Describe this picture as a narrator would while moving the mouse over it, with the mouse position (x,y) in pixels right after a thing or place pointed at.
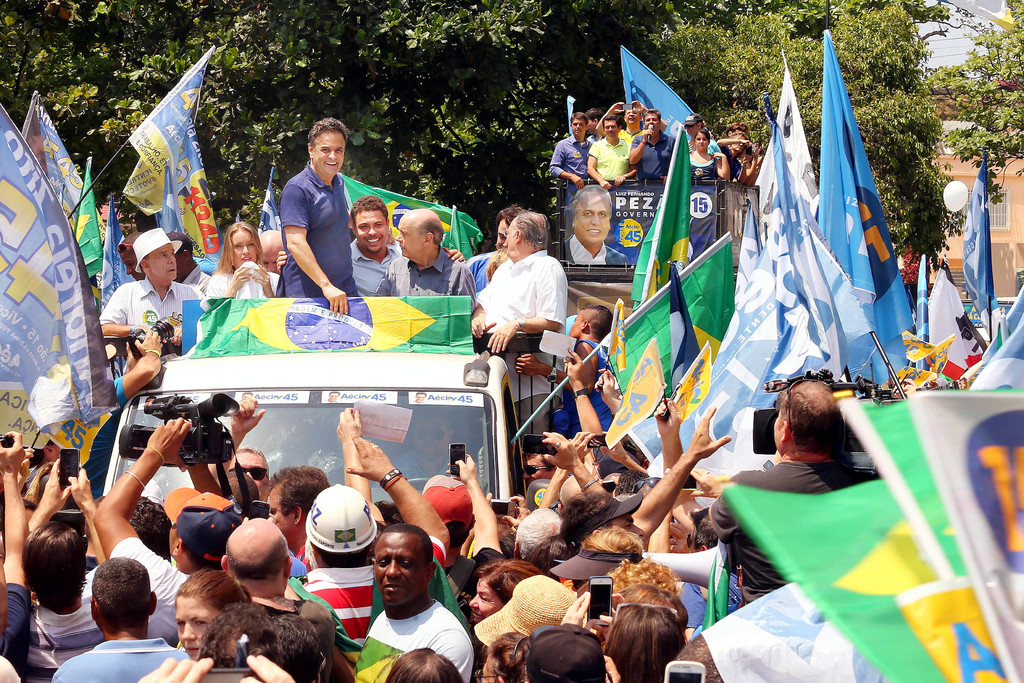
In this image, we can see a group of people (805,449). Few are holding camera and flags (951,301). Here we can see vehicles (494,394). Few people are standing on the vehicle (431,392). Background (706,206) we can see trees (556,119), banner (620,211), house (1020,262), wall (1007,260), window (1006,206).
